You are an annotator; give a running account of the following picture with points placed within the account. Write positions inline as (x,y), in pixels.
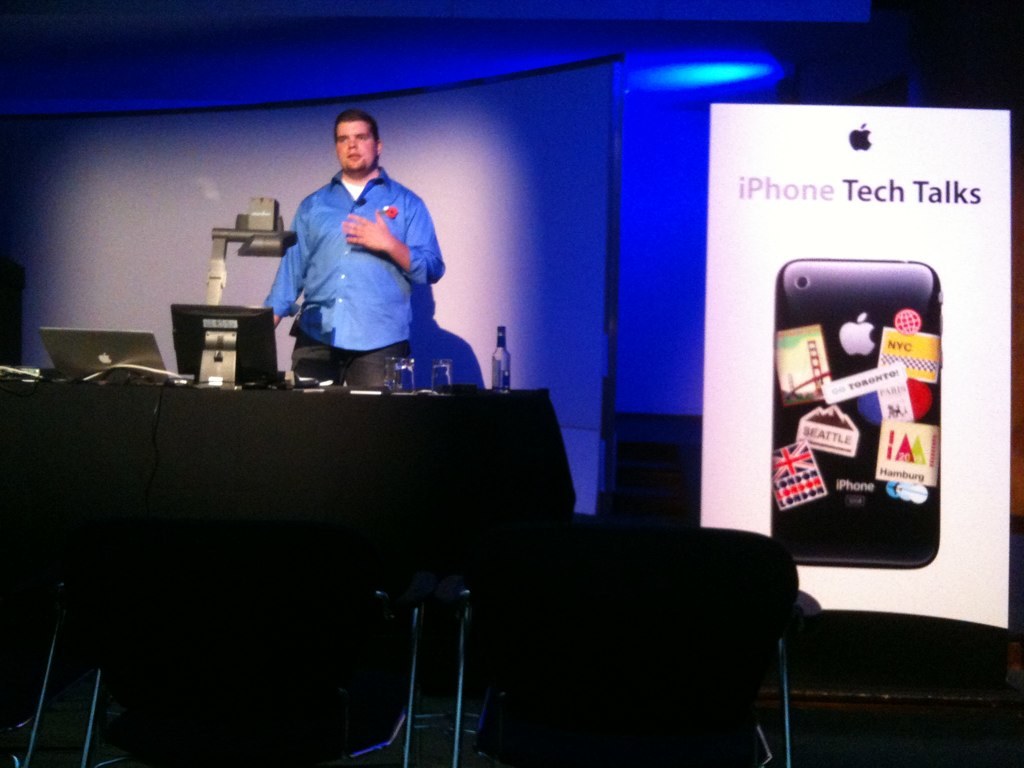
Background (498,94) portion of the picture is in blue color and we can see a white board (390,167). In this picture we can see a man (378,216) standing near to a table (416,419). On a table (172,415) we can see laptop (122,356), glasses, bottle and few objects (356,394). On the right side of the picture (828,480) we can see a board (1006,140) with some information (963,190). Bottom portion of the picture (508,645) is dark and objects (186,645) are visible.
